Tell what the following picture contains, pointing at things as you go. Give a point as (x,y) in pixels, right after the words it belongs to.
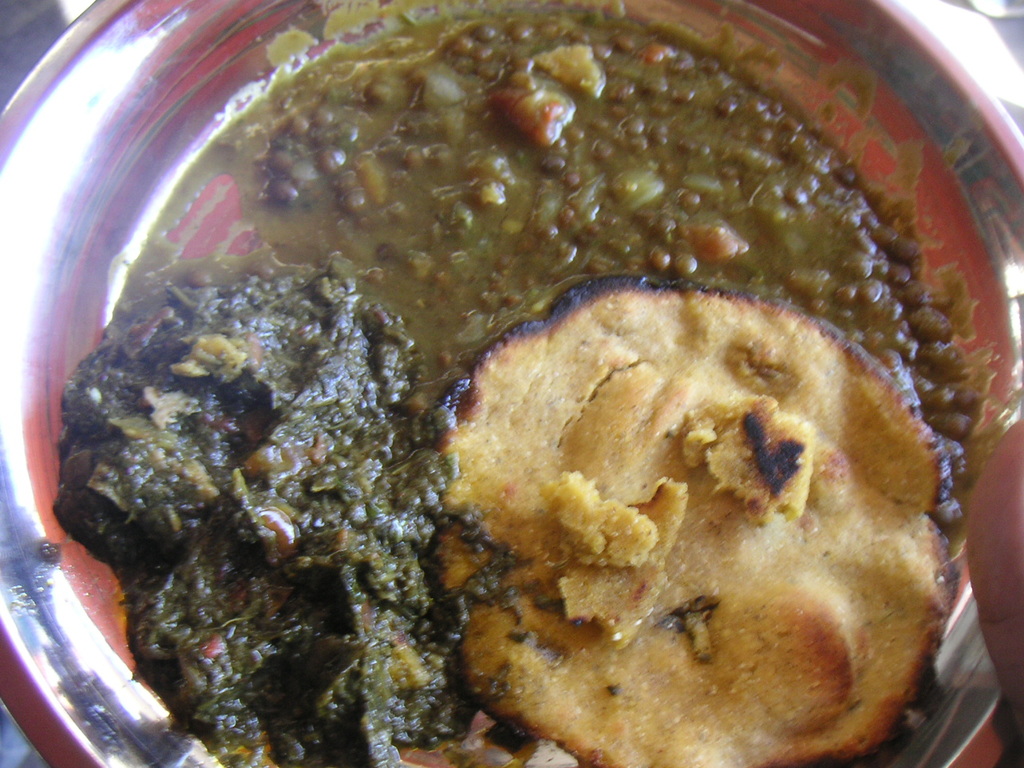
In this image I can see a bowl (90,143) and in the bowl (118,97) I can see a food item (671,352) which is brown, green and orange in color.
